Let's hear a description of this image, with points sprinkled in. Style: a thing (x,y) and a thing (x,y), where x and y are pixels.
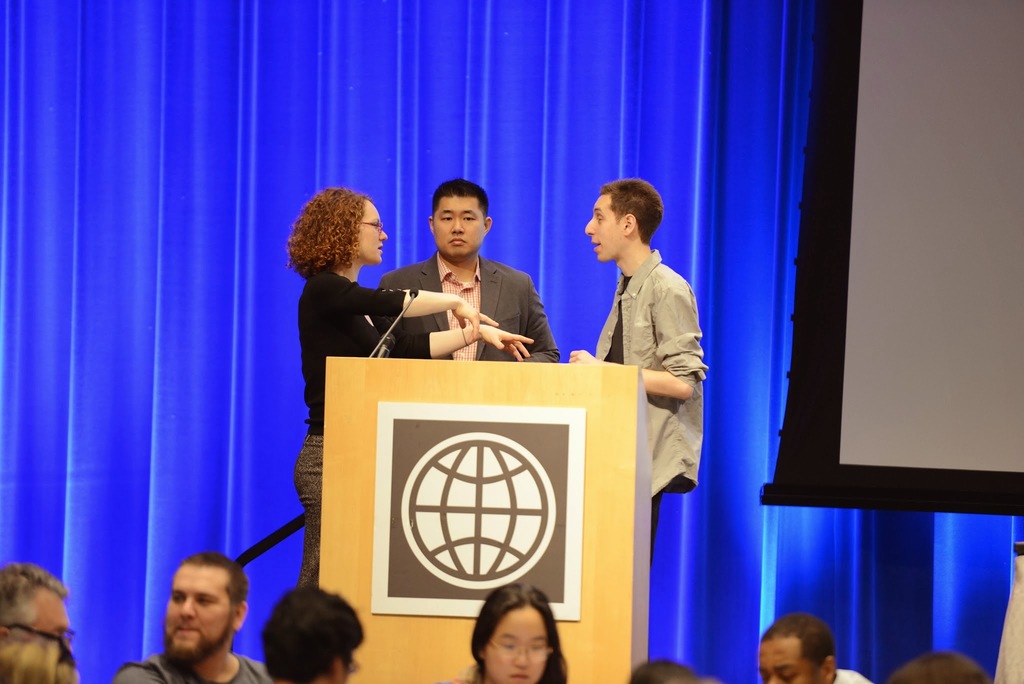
In the picture I can see three persons (626,290) standing in front of the wooden podium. I can see a few people (353,657) at the bottom of the image (194,663). There is a woman (319,277) on the left side (323,262) wearing the black color top (353,294) and she is speaking. I can see a man (460,284) in the middle (509,276) wearing a suit (531,312). In the background (507,126), I can see the blue color curtain (803,147). It is looking like a screen (956,250) on the right side (908,261).
